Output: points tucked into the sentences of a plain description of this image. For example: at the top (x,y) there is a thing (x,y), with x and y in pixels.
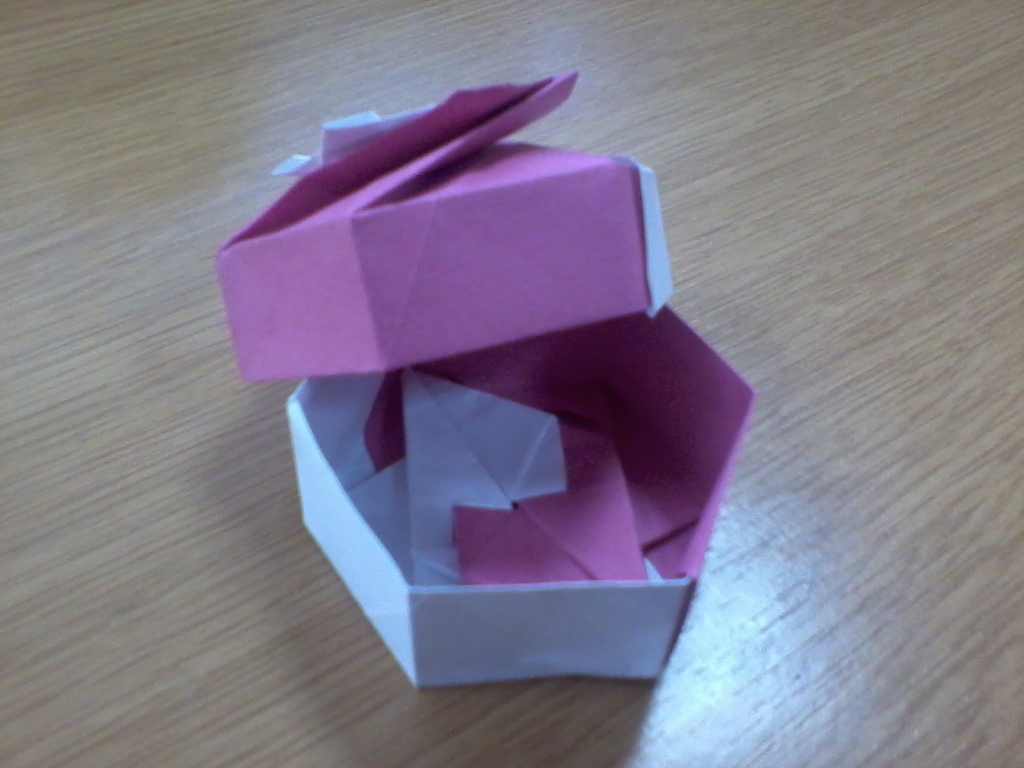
In this image we can see a box (467,494) made with paper (506,431). In the background of the image (863,694) there is a wooden surface (890,695).
